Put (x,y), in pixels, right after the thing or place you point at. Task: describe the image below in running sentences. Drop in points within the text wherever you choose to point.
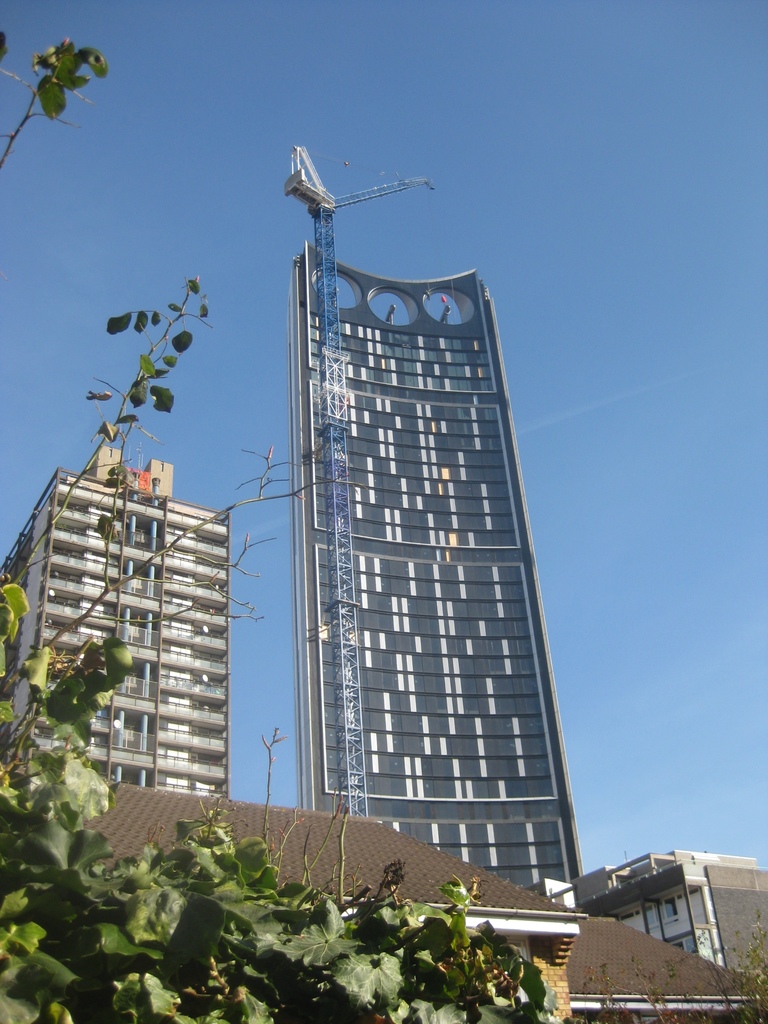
In this image, we can see a few buildings (376,814). We can see a tower (353,331). There are some plants (114,953). We can also see the sky (642,618).
